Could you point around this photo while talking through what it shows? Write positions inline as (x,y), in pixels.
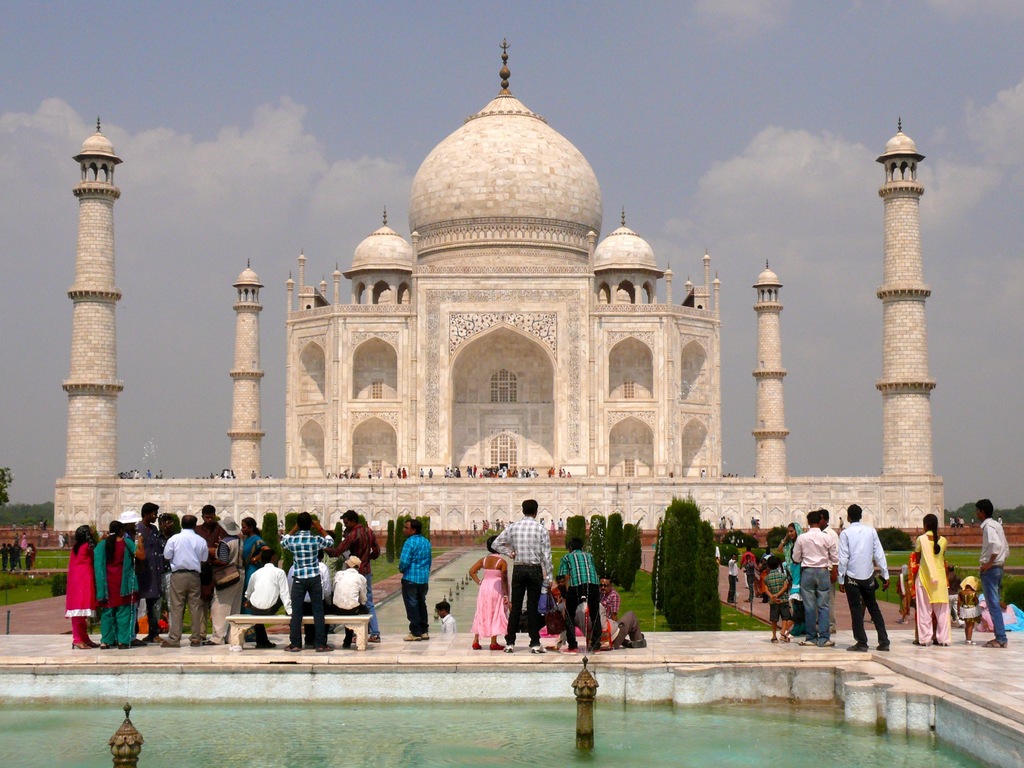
In this image I can see the Taj Mahal (566,291) and few people (924,579) around. I can see few trees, fountain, water (385,742), sky (948,254) and few people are sitting on the bench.
